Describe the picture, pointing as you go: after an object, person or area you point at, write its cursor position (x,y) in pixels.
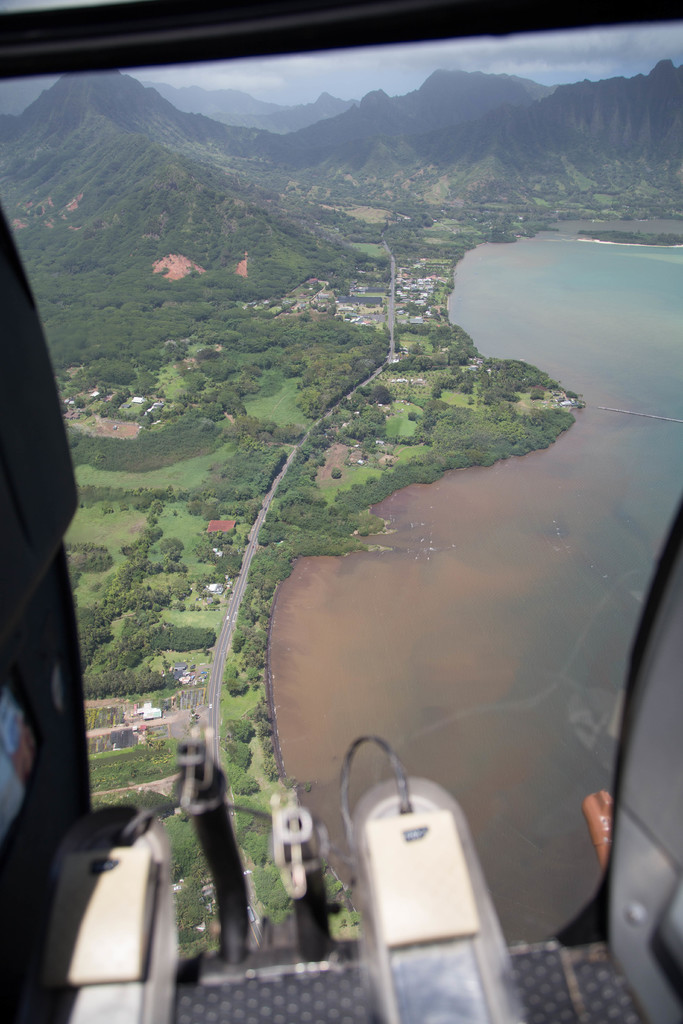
In front of the image there is a glass (240,593) and some other things (100,889). Behind the glass (372,434) on the ground (222,507) there are many trees (217,497), hills (546,100) and buildings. And also there is water (680,227).
